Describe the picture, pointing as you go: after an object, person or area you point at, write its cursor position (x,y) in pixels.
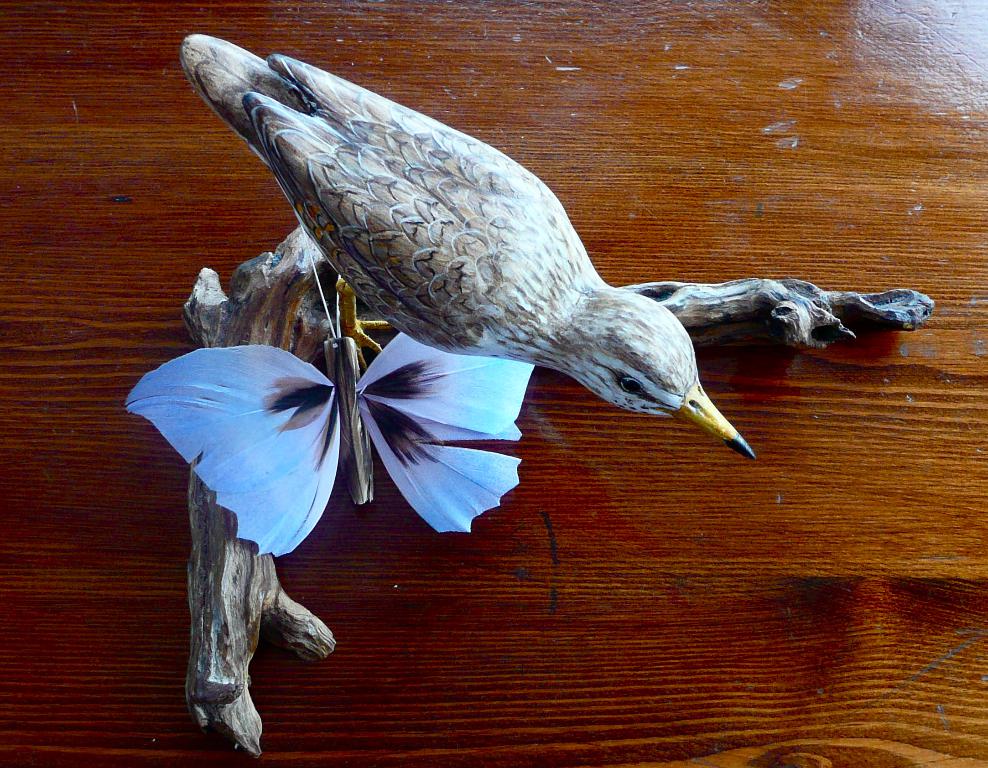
In this image we can see a show piece (424,292) of bird (350,265) and butterfly (271,388) is kept on the brown color surface (784,514).
